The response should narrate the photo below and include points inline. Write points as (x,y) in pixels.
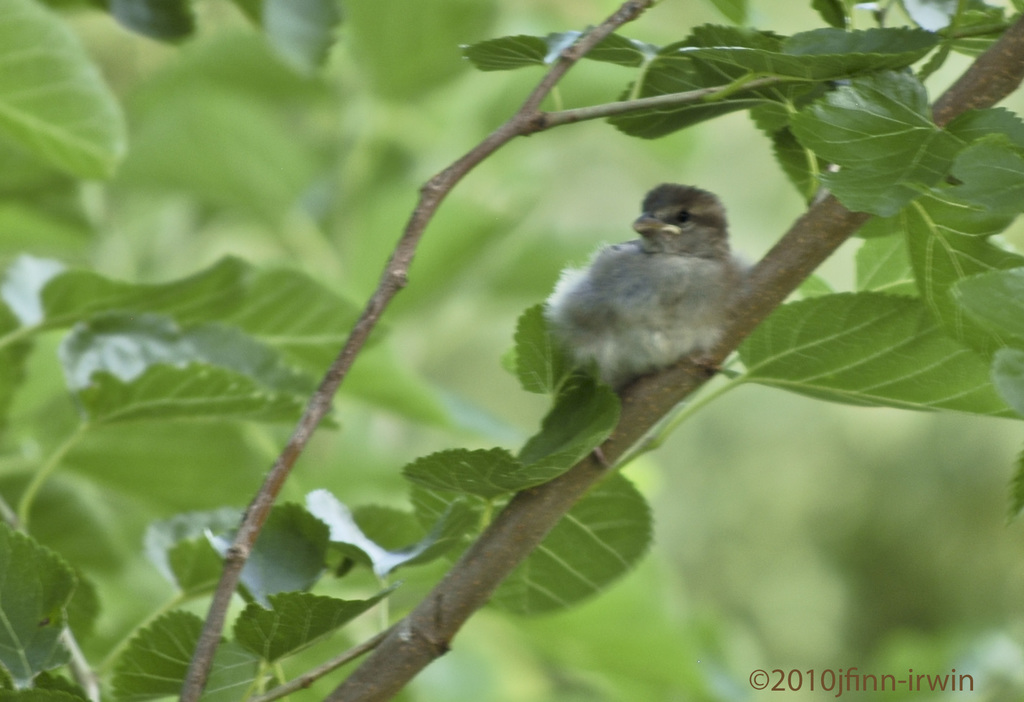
In the center of the image (660,394) there is a bird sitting on a branch (762,281) of a tree (762,295). At the bottom of the image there is text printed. The background of the image (893,641) is blurred.
